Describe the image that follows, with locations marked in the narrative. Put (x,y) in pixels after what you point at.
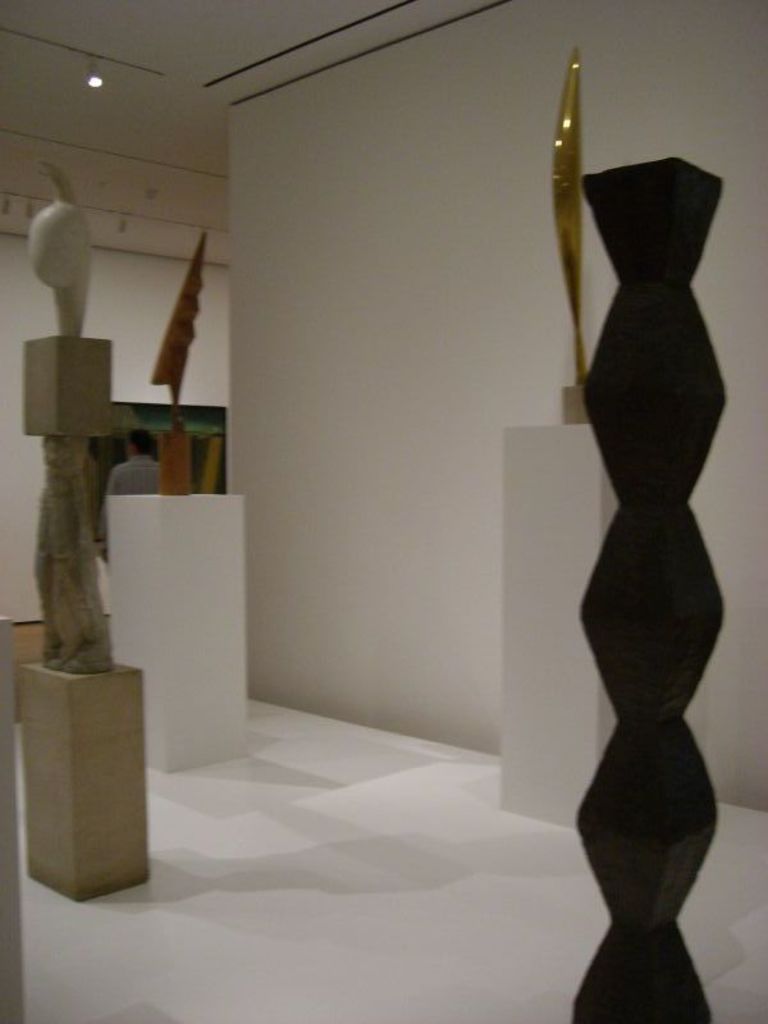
In this image we can see sculptures (693,830). In the background (360,642) there is a wall (376,425) and we can see a person (159,477). At the top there is a light (94,80).
